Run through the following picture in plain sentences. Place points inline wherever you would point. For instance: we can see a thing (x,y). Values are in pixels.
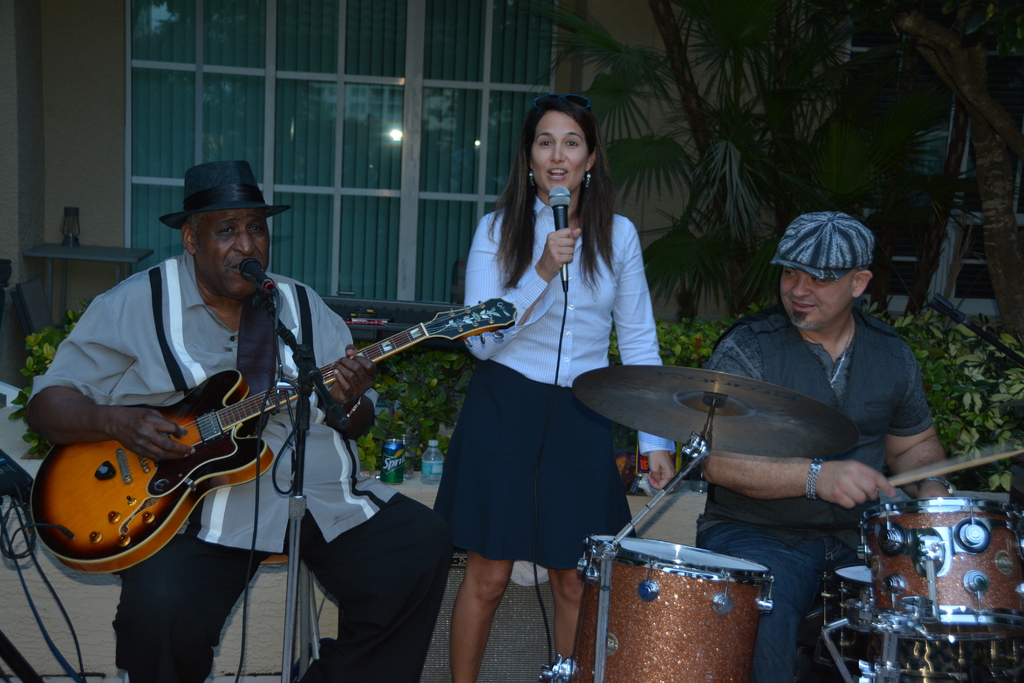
In this picture we can see a woman (595,229) who is standing and singing on the mike (557,193). On left side (160,628) we can see a man (268,211) who is sitting on the chair (268,557) and playing guitar (216,415). He wear a cap (233,179). On the right side (844,547) we see a one more person (886,486) and he is playing drums (905,569). On the background (913,95) we can see some trees (785,106). And this is the wall (83,131) and these are the plants (948,361).
